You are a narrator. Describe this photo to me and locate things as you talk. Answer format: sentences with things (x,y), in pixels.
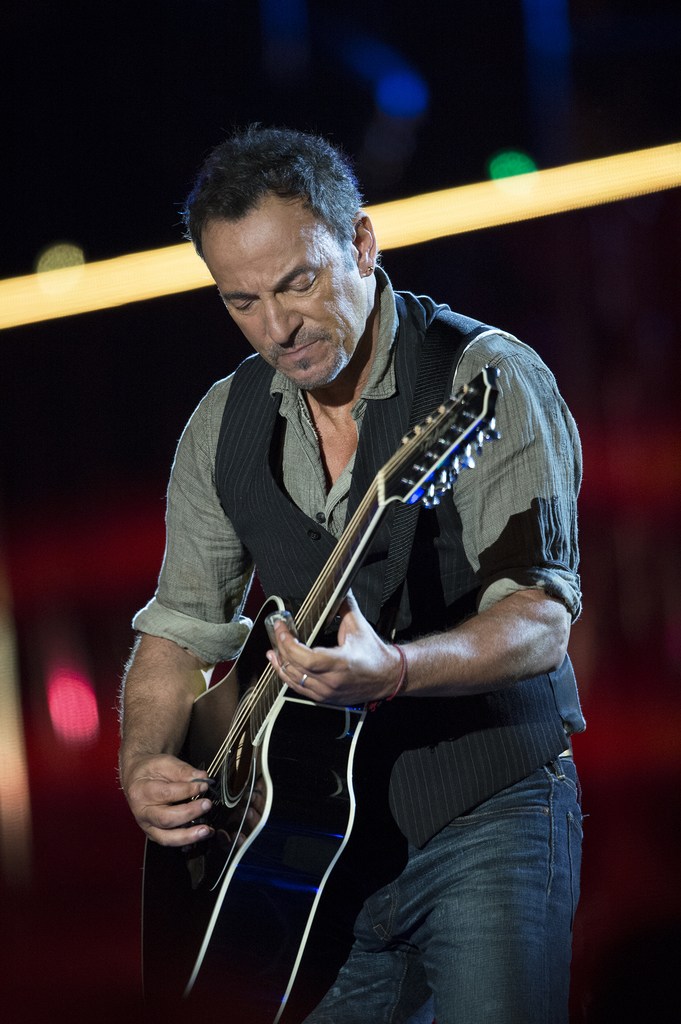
Here we can see a man (321,302) standing and he is wearing a shirt (206,556), and holding a guitar (326,605) in hand (353,596) and playing it.
